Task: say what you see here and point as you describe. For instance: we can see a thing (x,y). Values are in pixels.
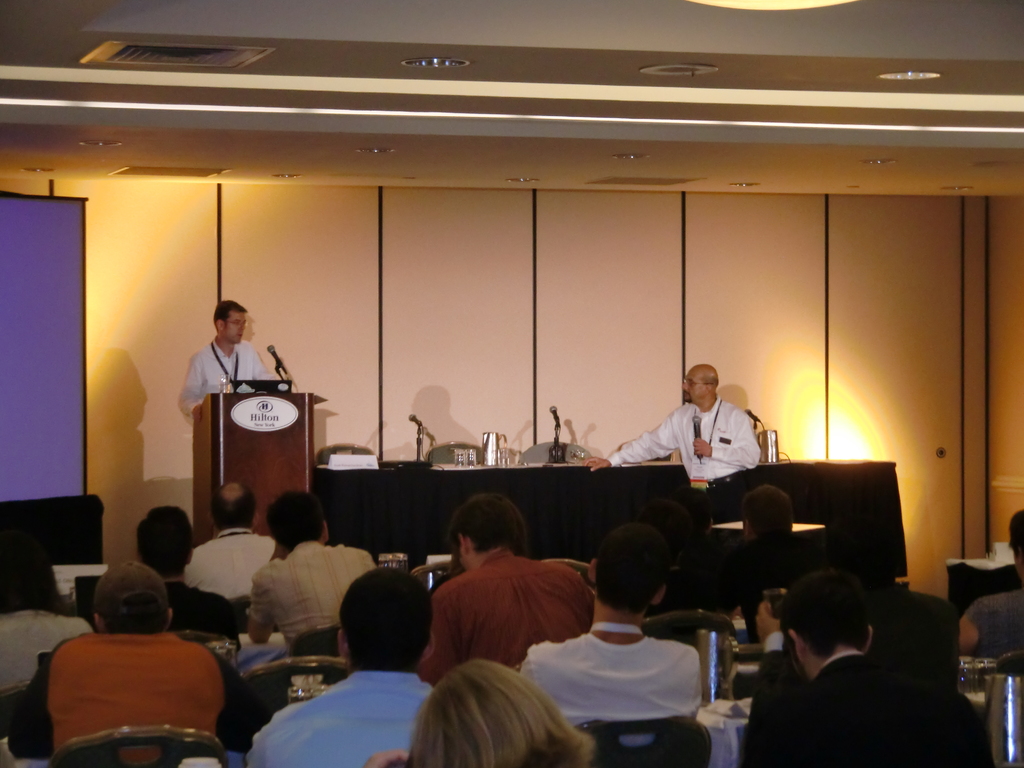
In this image there are many people (524,633) sitting on the chairs (599,734). In front of them there is a person (234,358) standing at the podium (238,458). In front of him there is a podium (240,439). On the podium (249,401) there is a microphone (277,358). Beside the microphone (279,362) there is a laptop (285,384). Beside the podium (301,433) there is a table (575,481). There is a cloth (628,482) on the table (612,486). On the table (335,480) there are microphones (420,421), glasses (459,454) and name boards (349,464). There is another man (710,440) standing to the right (707,447) near to the table (676,476). Behind them there is a wall (548,273). To the left (69,328) there is a projector board (41,318). At the top (632,153) there are lights (585,120) to the ceiling (597,89).
